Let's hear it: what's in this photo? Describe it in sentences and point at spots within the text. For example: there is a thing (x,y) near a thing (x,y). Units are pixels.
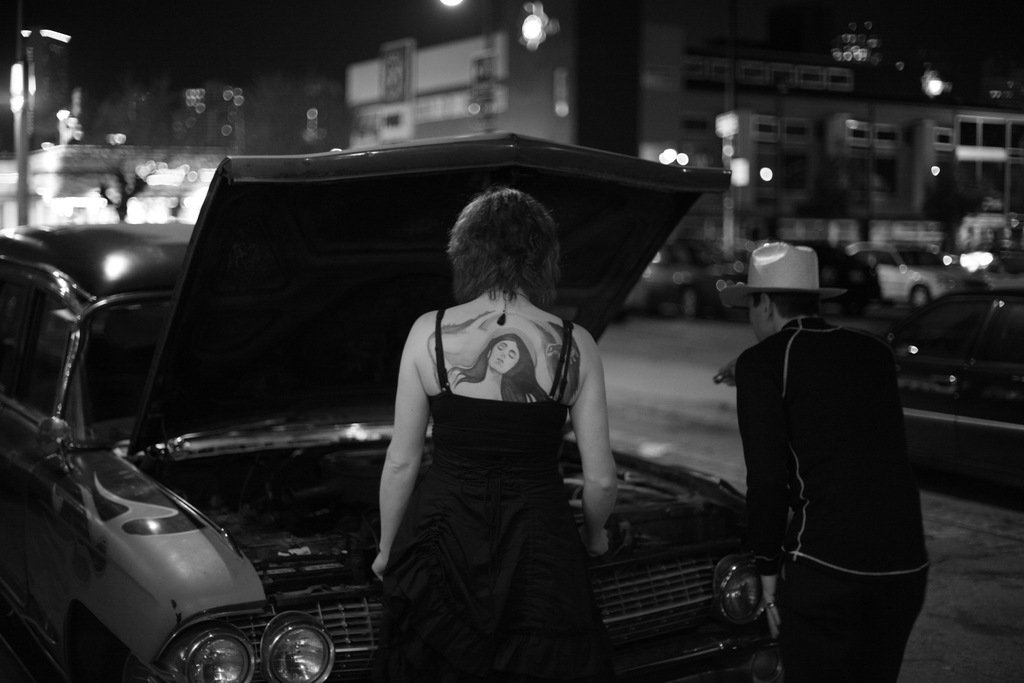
It is a black and white picture. In the center of the image (474,405) we can see two persons (560,480) are standing. And the man (800,434) is wearing a hat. And we can see some person tattoo (569,396) on the back (491,326) of the woman (501,370). And in front of them, we can see one car (372,273). In the background (477,81) we can see buildings (925,191), poles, lights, vehicles (711,273), one tree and a few other objects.
